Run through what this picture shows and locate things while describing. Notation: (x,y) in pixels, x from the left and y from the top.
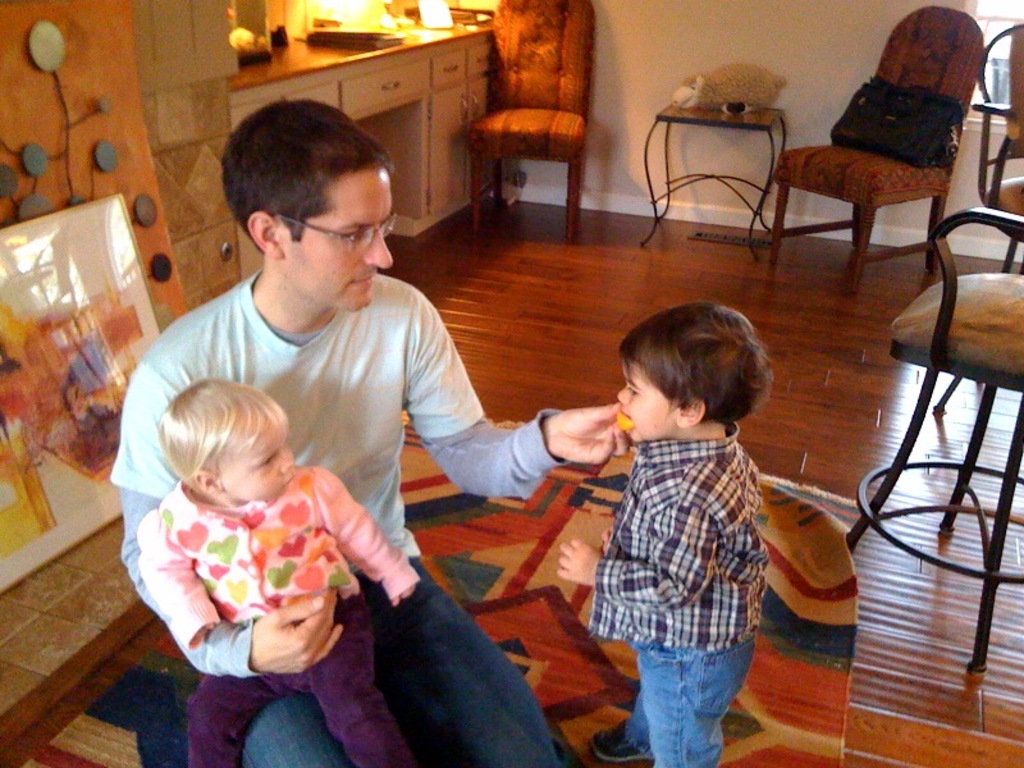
This is the man (365,443) sitting, holding baby girl (327,681) in his hand (287,634). This is the boy (671,535) standing and eating something. These are the empty chairs (997,324). Here is a bag (866,138) placed on the chair (877,165). This looks like a small toy (716,111) placed on the small teapoy (746,127). This is a table (398,41) with some objects (440,19) on it. This is the photo frame (65,301) which is kept aside. This is the carpet (779,605) placed on the floor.
